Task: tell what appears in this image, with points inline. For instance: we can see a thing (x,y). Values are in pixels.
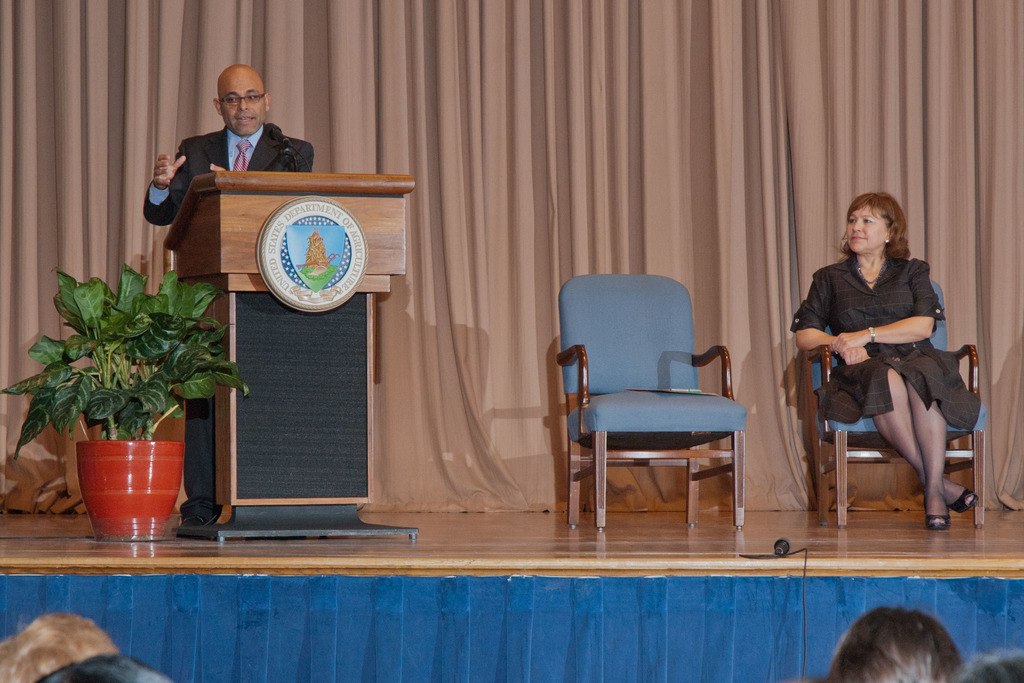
In this picture i could see a person (203,155) standing near the podium (240,184) dressed formally and he seems like giving a speech. Near by the podium (226,445) there is a plant pot (132,454) and to the side of the podium (267,180) there is a lady (884,325) sitting on the blue chair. In the background (688,129) i could see a brown curtain (558,106) and in the bottom of the picture (917,651) i could see some persons head (899,652).
